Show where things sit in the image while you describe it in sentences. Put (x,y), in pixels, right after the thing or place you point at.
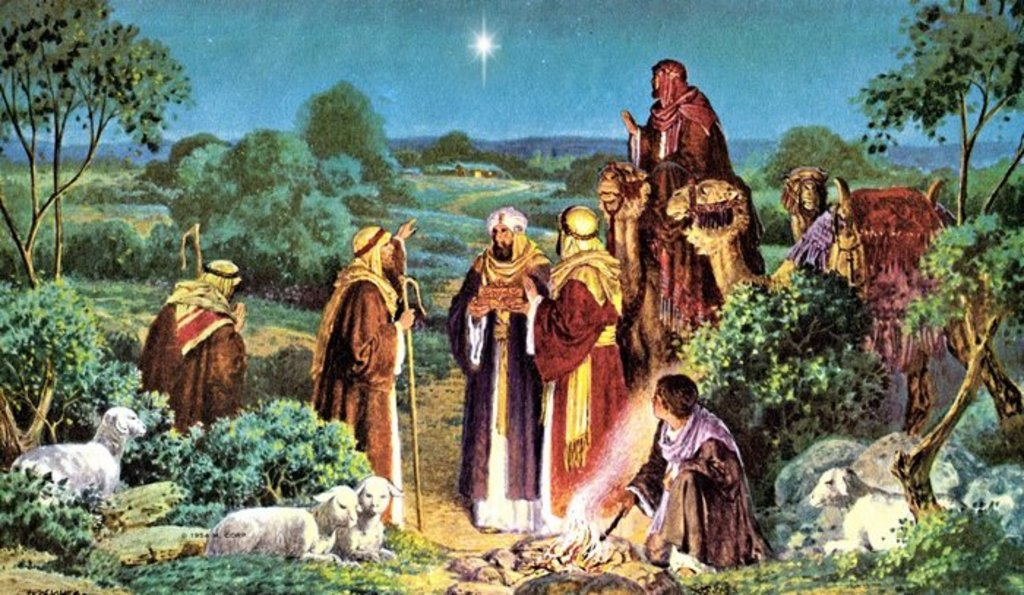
This image is a painting. In this image we can see people (712,454) and there are animals (114,453). In the background (79,152) there are trees (371,138), hills (427,138) and sky (503,102).
